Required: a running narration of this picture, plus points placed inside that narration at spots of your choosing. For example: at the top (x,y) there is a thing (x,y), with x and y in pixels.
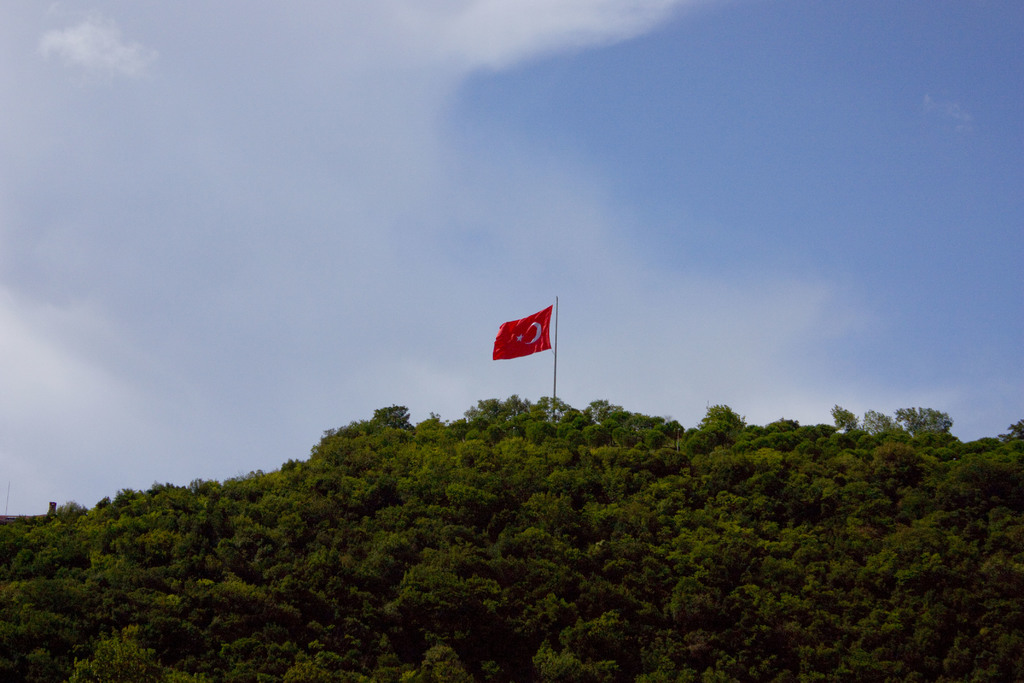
In this image there is a mountain (312,661), on that mountain (773,498) there are trees (530,495) and a flag (547,318), in the background (296,57) there is the sky (851,240).
